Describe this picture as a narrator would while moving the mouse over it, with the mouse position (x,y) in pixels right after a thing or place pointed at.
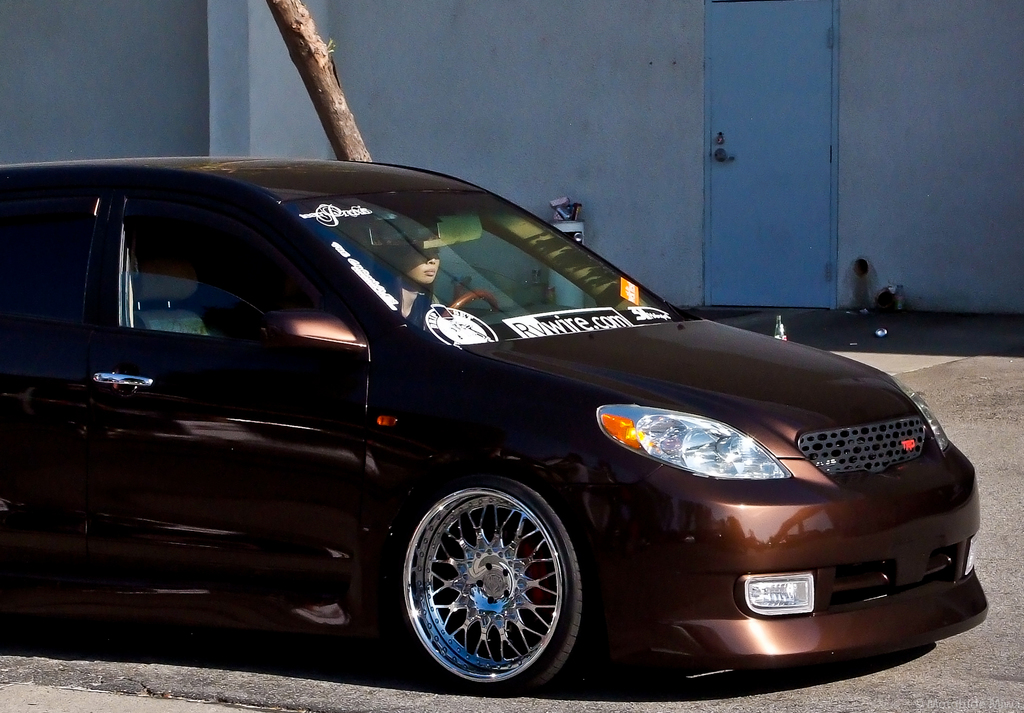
In this image in the center (592,465) there is one car (277,463) and one woman (431,285) sitting in a car (549,420), and in the background (501,129) there is a wooden stick (307,20), wall (681,107) and one door (756,209). At the bottom (343,688) there is a road (819,688).
